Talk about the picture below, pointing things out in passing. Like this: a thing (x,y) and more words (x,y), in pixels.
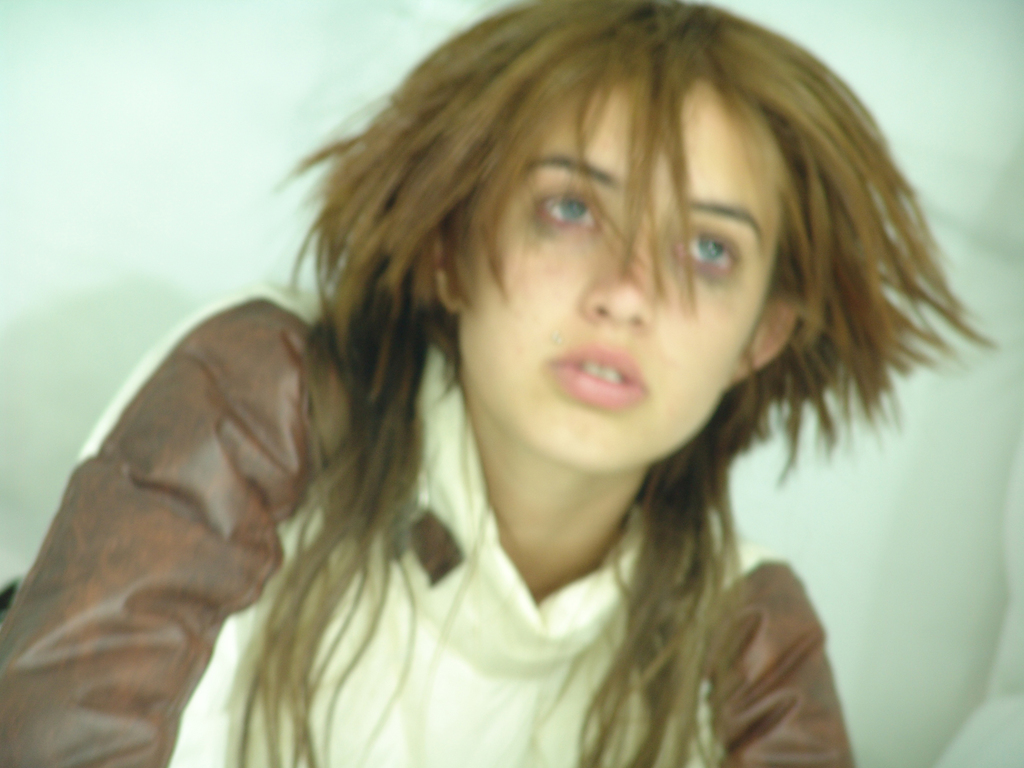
In this image, I can see a woman (391,606). She wore a T-shirt (366,678), which is white and brown in color. The background (260,69) looks white in color.
